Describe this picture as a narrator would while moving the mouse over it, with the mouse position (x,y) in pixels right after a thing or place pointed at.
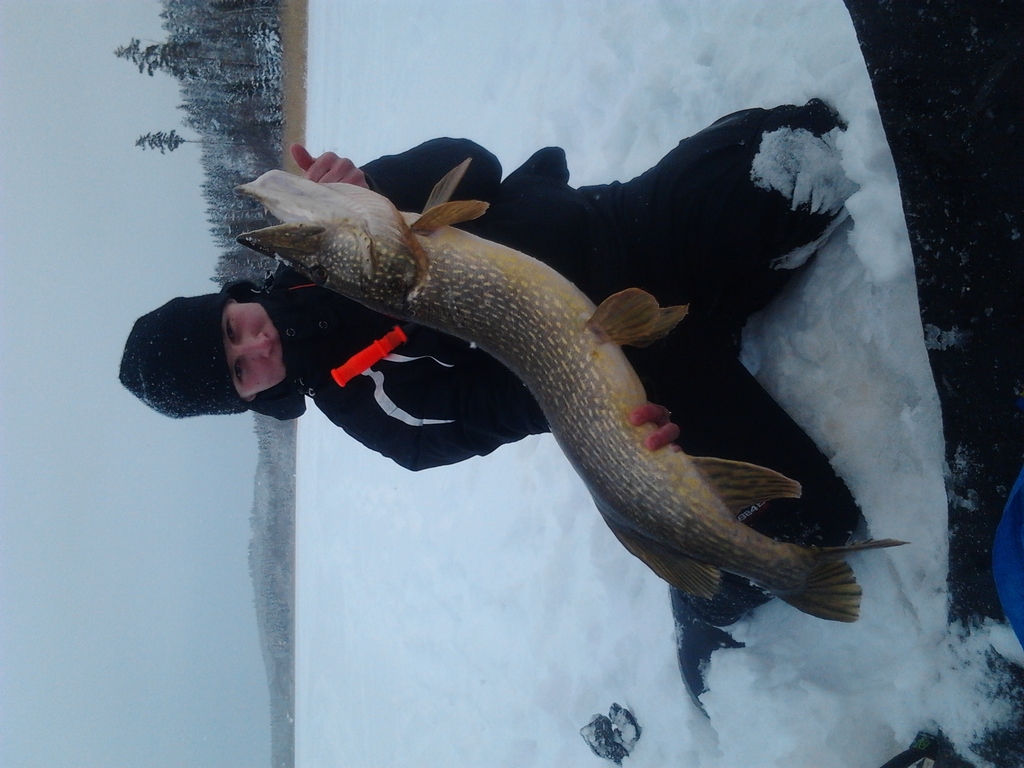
This image is in left direction. Here I can see a person (481,393) wearing black color jacket (403,403), cap (173,373) on the head (175,351), sitting on the snow (831,333) and holding a fish (572,384) in the hands (326,174). In the background (250,133) there are many trees (218,83). On the left side (86,425), I can see the sky (89,518).
